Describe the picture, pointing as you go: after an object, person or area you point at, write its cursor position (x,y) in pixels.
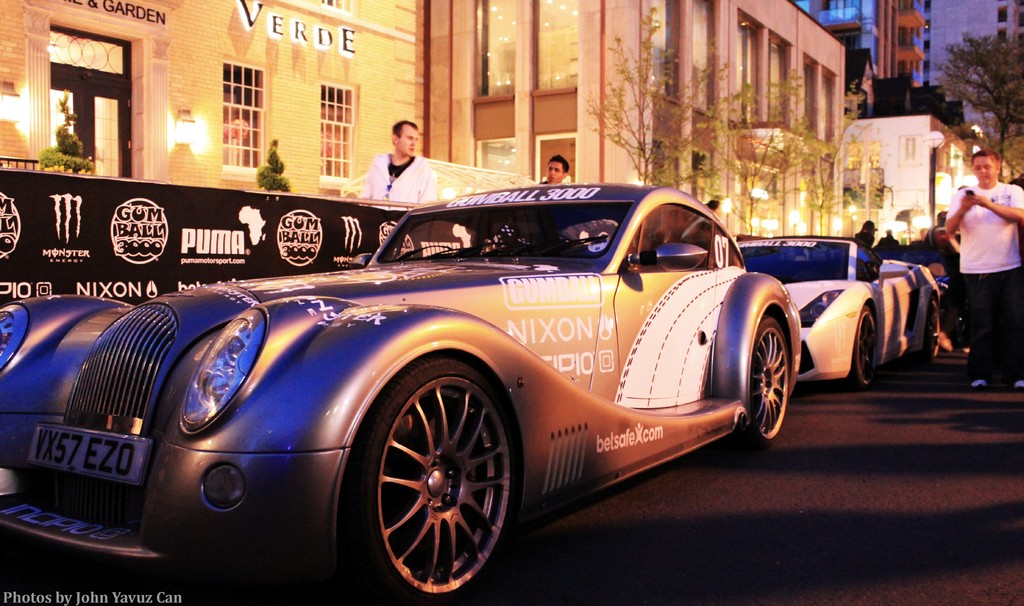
In this image we can see a car (425,221) and the road (728,487). In the middle of the image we can see persons (1012,279) are walking and a building (355,107) on which one text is written. On the top of the image (880,49) we can see trees (956,63) and building (904,44).
